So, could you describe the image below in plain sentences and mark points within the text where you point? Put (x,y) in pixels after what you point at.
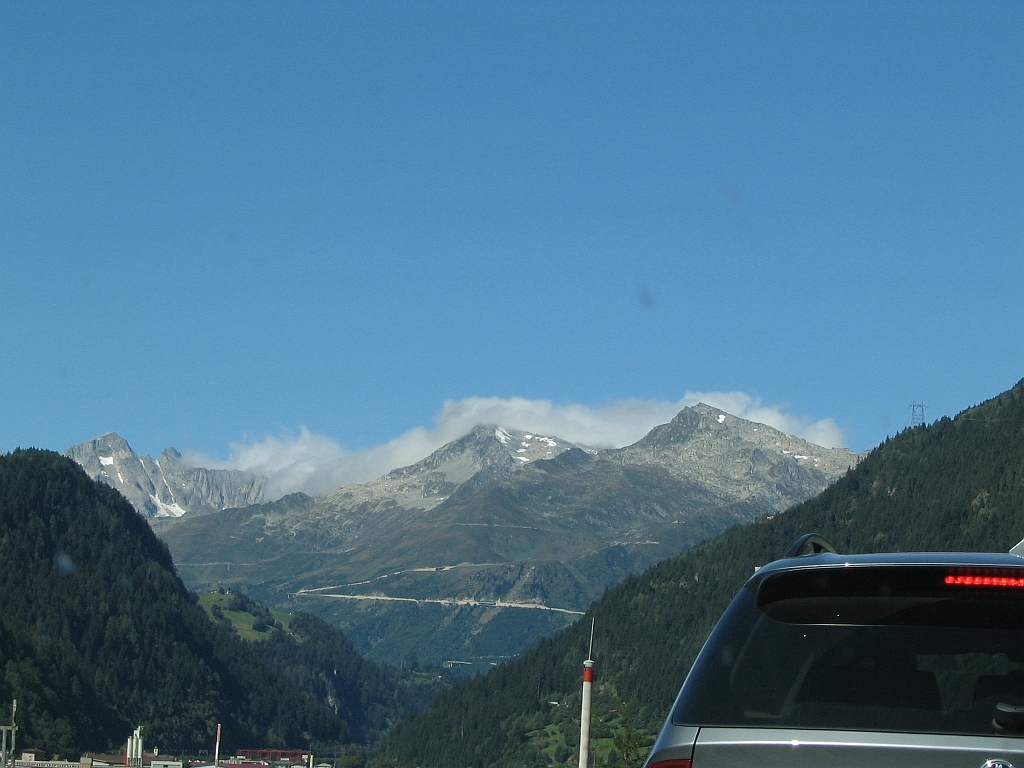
In this picture we can see a car (873,600) on the right side (845,600). There are few poles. Some greenery (314,717) is visible from left to right. There are mountains (334,510) in the background (121,482). Sky (485,344) is blue in color and cloudy.
